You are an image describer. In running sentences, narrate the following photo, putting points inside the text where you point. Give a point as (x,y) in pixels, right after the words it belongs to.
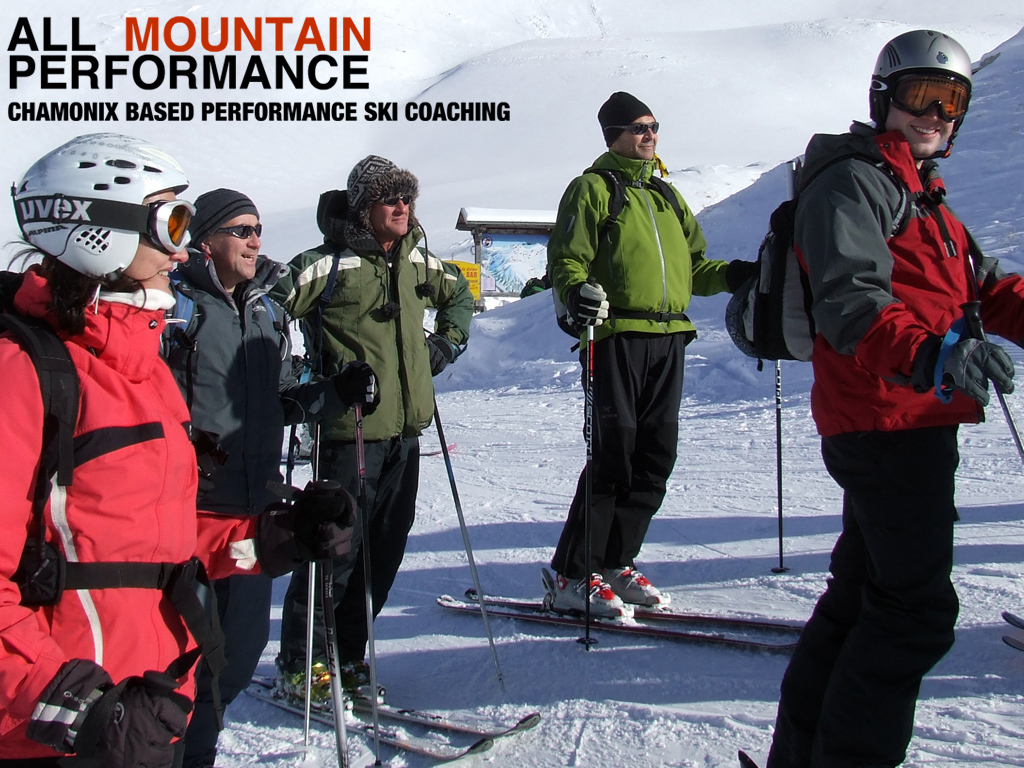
In the picture the people (863,701) are standing at the snow mountain (675,573) where at the right corner (914,484) a person (938,449) is wearing a red coat (863,381) and with a bag (771,322) and helmet (894,67) on him and sticks (1000,393) in his hands (956,377) behind him there is one person (594,207) wearing green coat (650,282) and black pants (647,480) and standing on the skis (602,627), behind him there is one small shelter (489,297) and at the left corner of the picture (135,540) there is one woman (136,552) wearing red coat (120,496) and an helmet (109,247).
